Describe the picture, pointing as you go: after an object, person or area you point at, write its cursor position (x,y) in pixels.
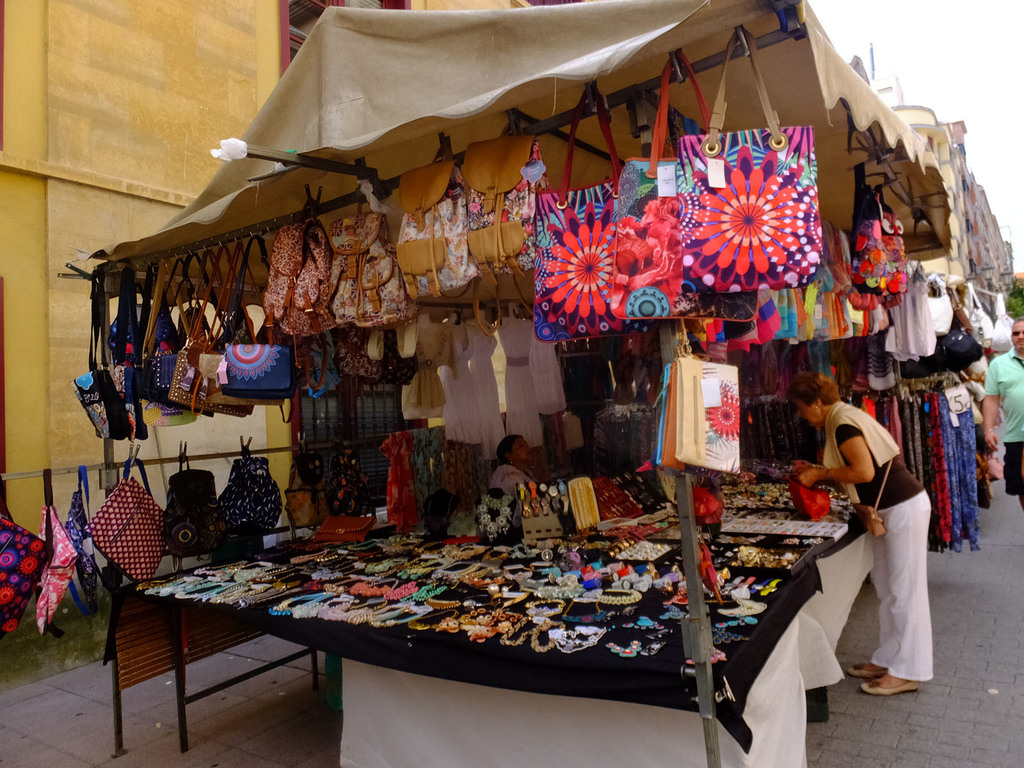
In this picture I can observe a stall (747,353) in the middle of the picture (627,460). I can observe some accessories (450,561) placed on the table (289,542). There are handbags (601,216) and sling bags (198,298) hanging to the hangers (312,211). On the right side (818,398) I can observe two people (861,457). In the background (931,76) I can observe sky (940,85).
